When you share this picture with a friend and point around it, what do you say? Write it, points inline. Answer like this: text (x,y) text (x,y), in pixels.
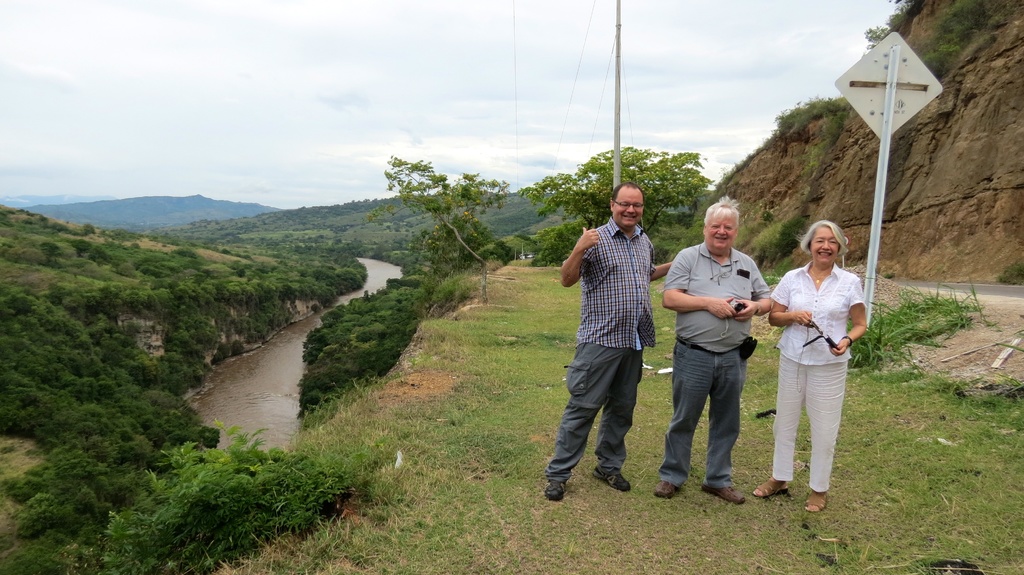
As we can see in the image there is water (316,324), trees (199,338), plants (255,470), grass (450,511), hills (815,185), sign board (876,213), three people (585,242) standing in the front (740,301) and at the top (330,38) there is sky (291,51).
